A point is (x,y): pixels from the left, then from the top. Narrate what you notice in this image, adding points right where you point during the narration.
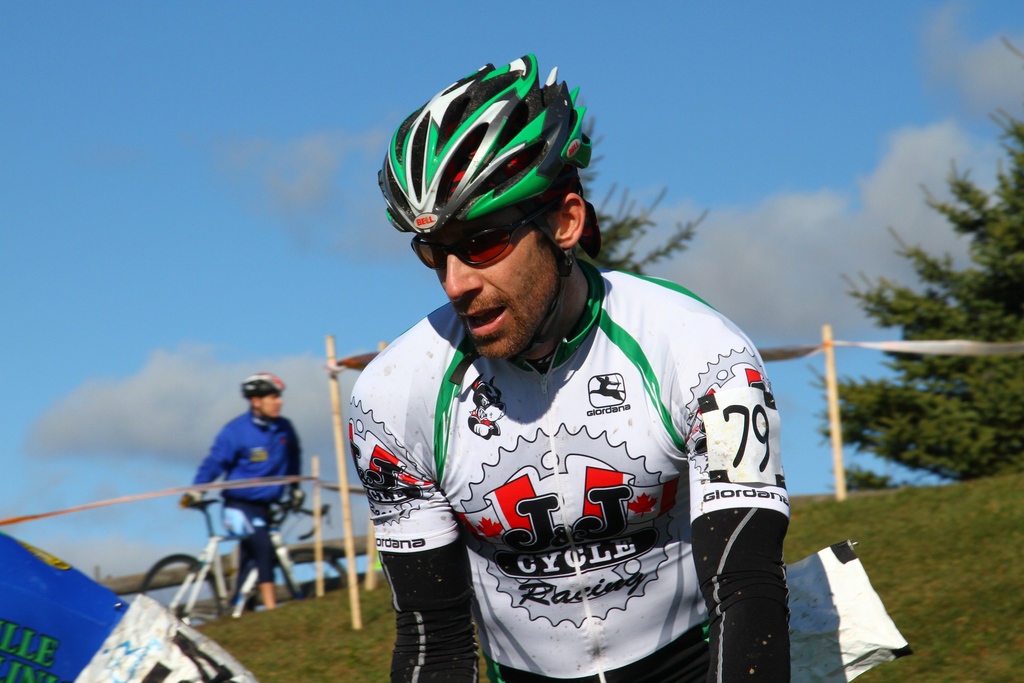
In this picture I can observe a man (448,509) in the middle of the picture (555,404). Man (479,408) is wearing spectacles (480,234) and helmet (524,175) on his head (536,281). In the background (620,246) there are trees (927,458) and some clouds (200,354) in the sky (325,248).
